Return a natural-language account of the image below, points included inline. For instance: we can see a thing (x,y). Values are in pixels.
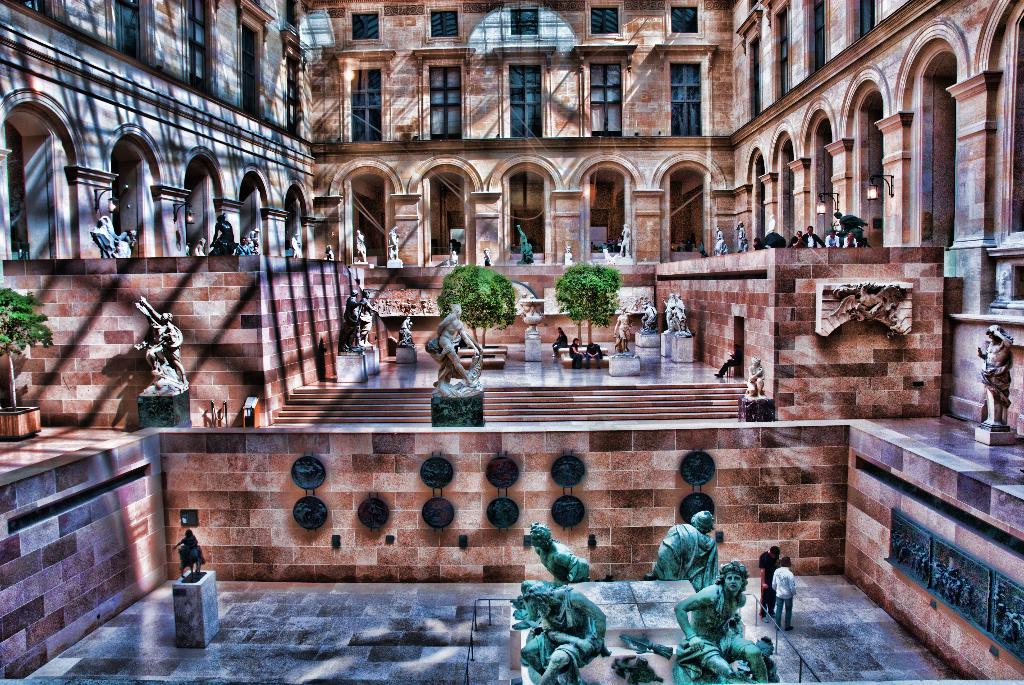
In this image, we can see the walls (309,350), windows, pillars (962,123), statues (642,675), trees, stairs (523,399) and few people (835,235). Few people (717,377) are standing and others (593,345) are sitting on the bench (607,349).
